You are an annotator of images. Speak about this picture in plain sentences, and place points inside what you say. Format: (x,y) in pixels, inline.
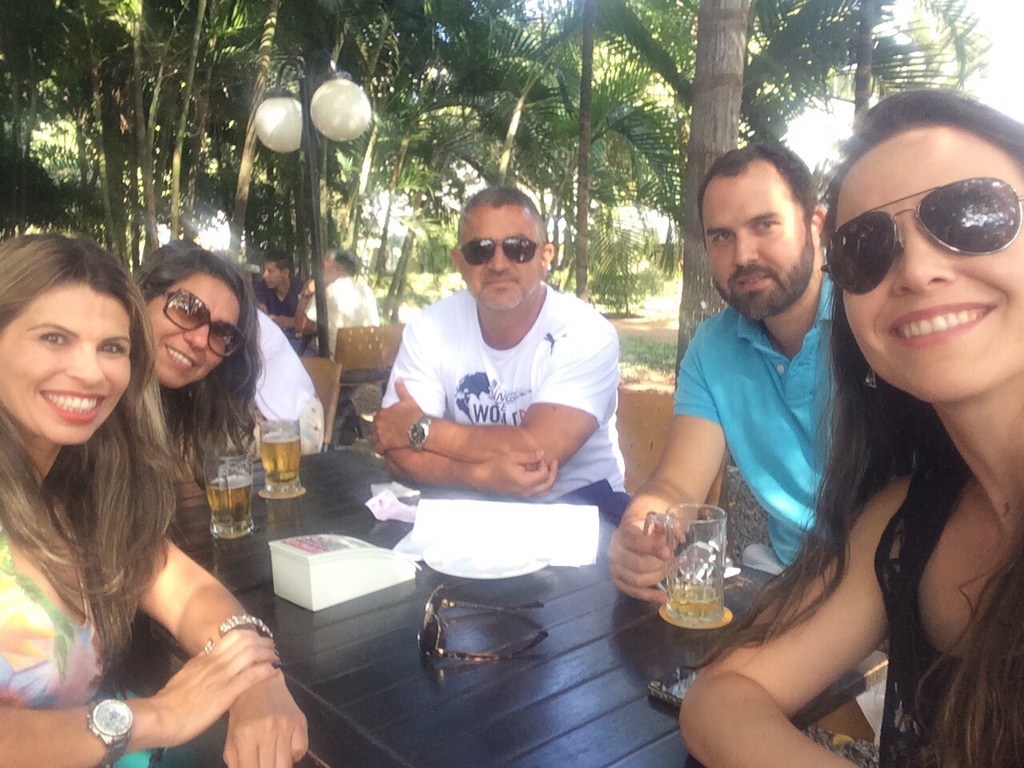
In this image I can see people (448,477) sitting on chairs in front of tables (464,690). On the table (457,691) I can see glasses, shades (439,638) and other objects (363,582). This man (759,274) is holding a glass (677,587) in the hand (669,539). Some of them are smiling. In the background (409,161) I can see people (333,307), pole lights (342,128), trees (324,201) and other objects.
